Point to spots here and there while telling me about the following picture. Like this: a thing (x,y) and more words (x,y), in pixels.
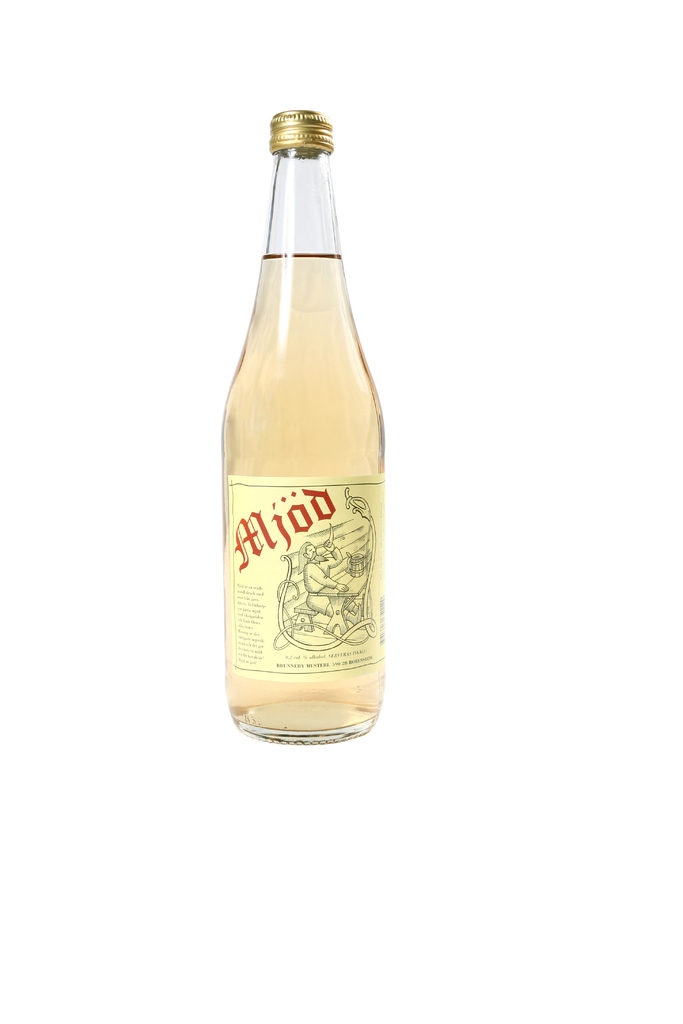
There is a bottle (302,529) with the label (334,560) on it. And there is a cap (299,137) on it.
